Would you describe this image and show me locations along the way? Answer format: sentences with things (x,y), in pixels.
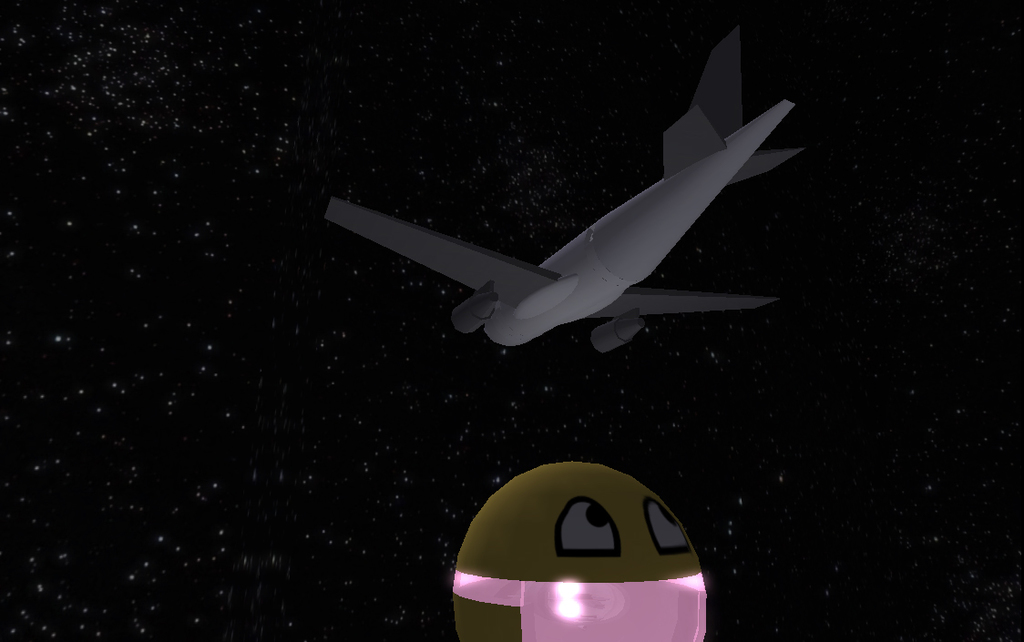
This is an animated image. In the middle of the image (596,266) there is an aeroplane (554,277). In the background (379,140), I can see the stars (221,395) in the dark. At the bottom (580,580) there is a cartoon image (587,542).
